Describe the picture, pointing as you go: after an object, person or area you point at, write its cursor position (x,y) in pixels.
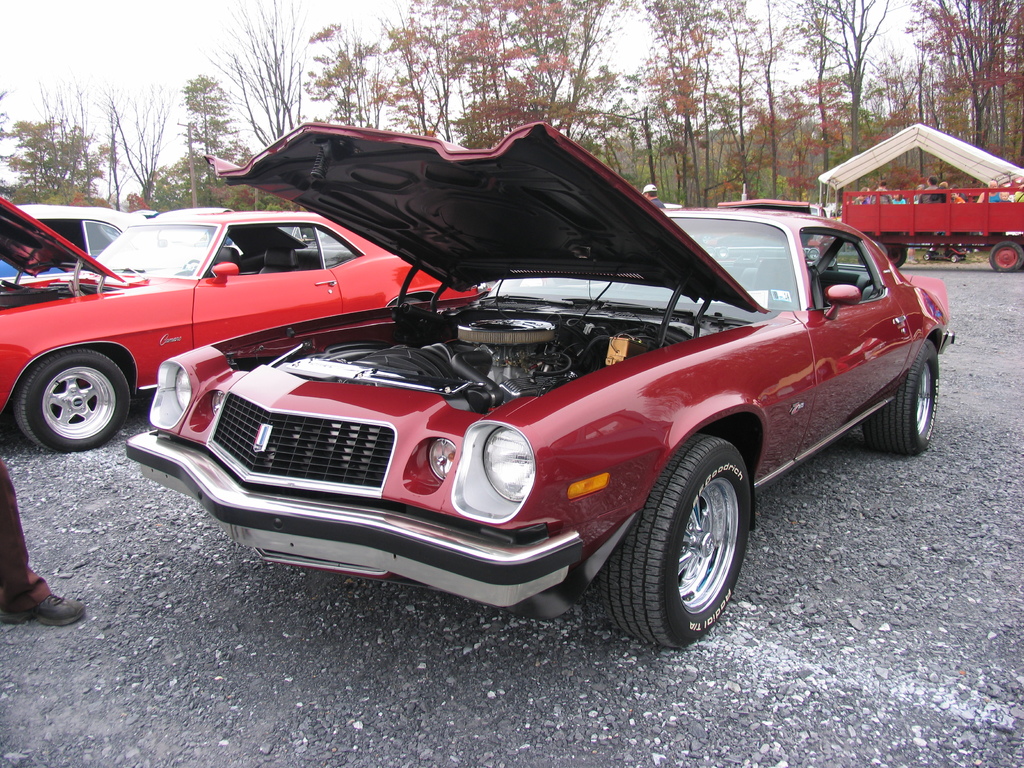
In this picture we can see there are some cars (566,304) which are parked, there are some persons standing and in the background of the picture (579,105) there are some trees (409,79).
